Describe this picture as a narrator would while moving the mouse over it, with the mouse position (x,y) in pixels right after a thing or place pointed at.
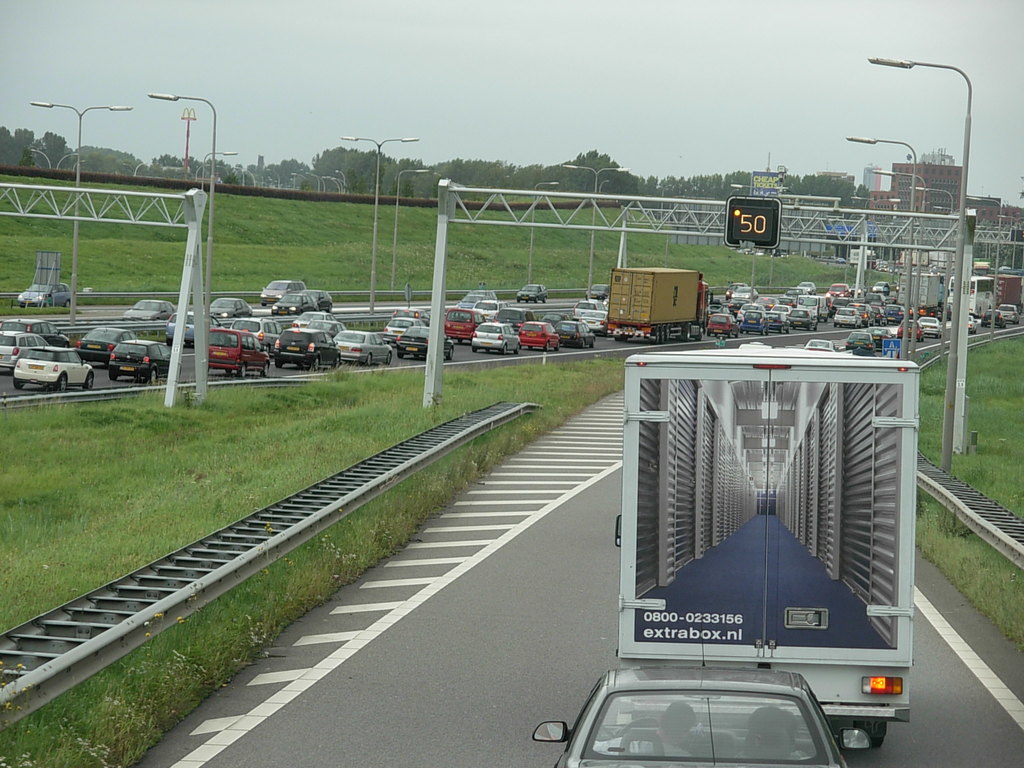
In this picture we can see few vehicles (762,565) on the road (739,340), in the background (622,187) we can find few poles (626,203), metal rods (637,195), digital screen (778,226), trees (585,159) and buildings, also we can see grass (989,424).
